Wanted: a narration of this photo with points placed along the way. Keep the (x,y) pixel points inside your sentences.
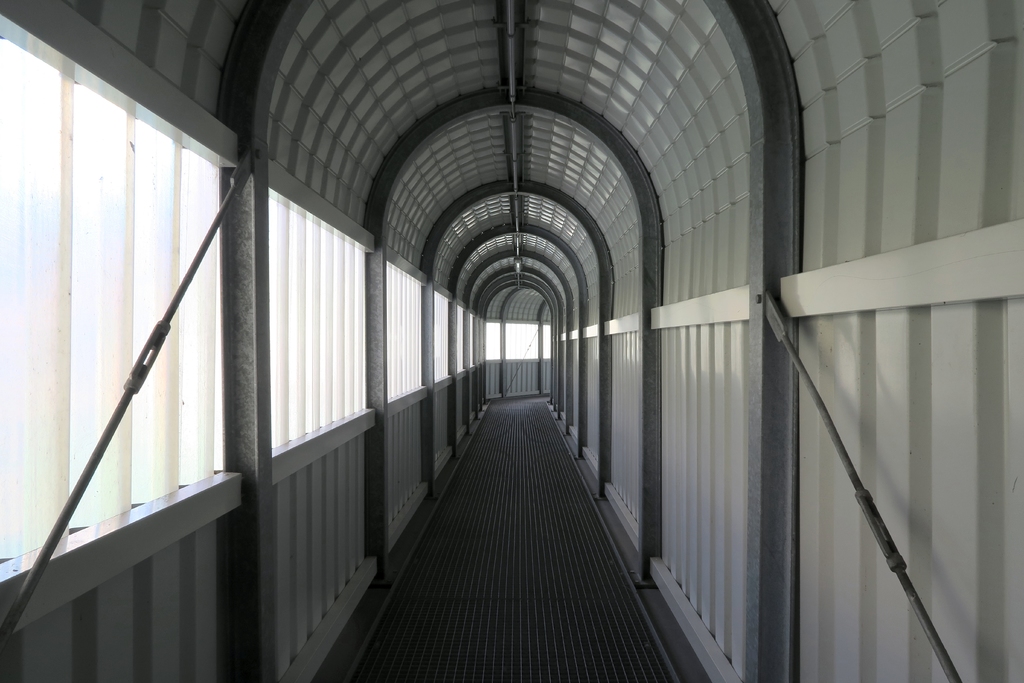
In this image we can see wall (861,390), metal rods (774,321), floor (478,599) at the bottom (473,532) and the ceiling (562,77) at the top (560,79).
